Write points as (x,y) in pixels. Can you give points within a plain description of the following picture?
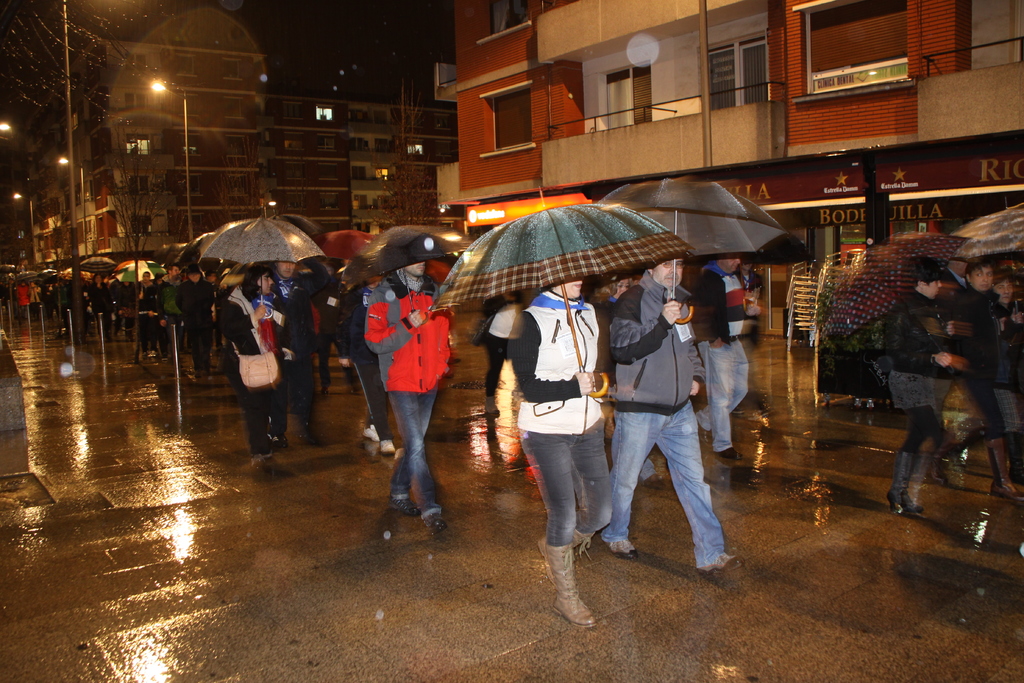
This picture describes about group of people (656,434), they are walking on the road (516,421) and few people (526,351) holding umbrellas (609,241), in the background (161,112) we can find few poles (31,205), lights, buildings (223,168) and trees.
